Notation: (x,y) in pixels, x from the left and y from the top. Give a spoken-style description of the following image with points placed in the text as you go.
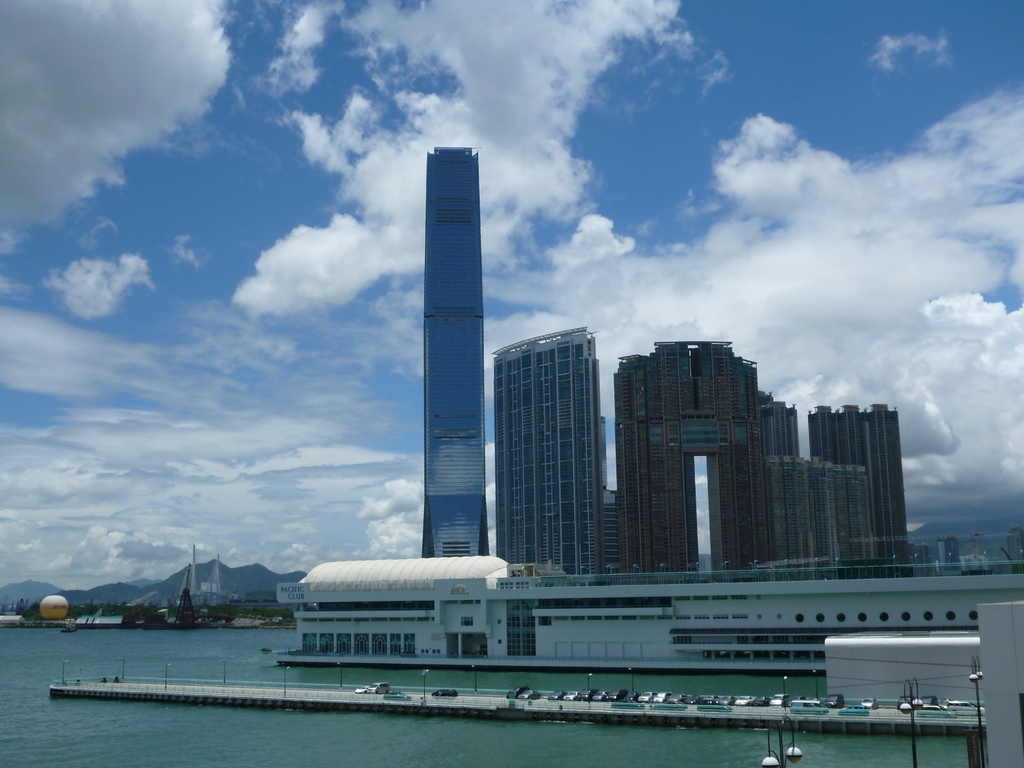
In this picture, there are buildings (551,596) beside the water (310,752). At the bottom (489,698), there is a bridge (228,692) with vehicles (559,690). In the background (248,605) there are hills (171,589), buildings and a sky (368,154) with clouds (390,210).
